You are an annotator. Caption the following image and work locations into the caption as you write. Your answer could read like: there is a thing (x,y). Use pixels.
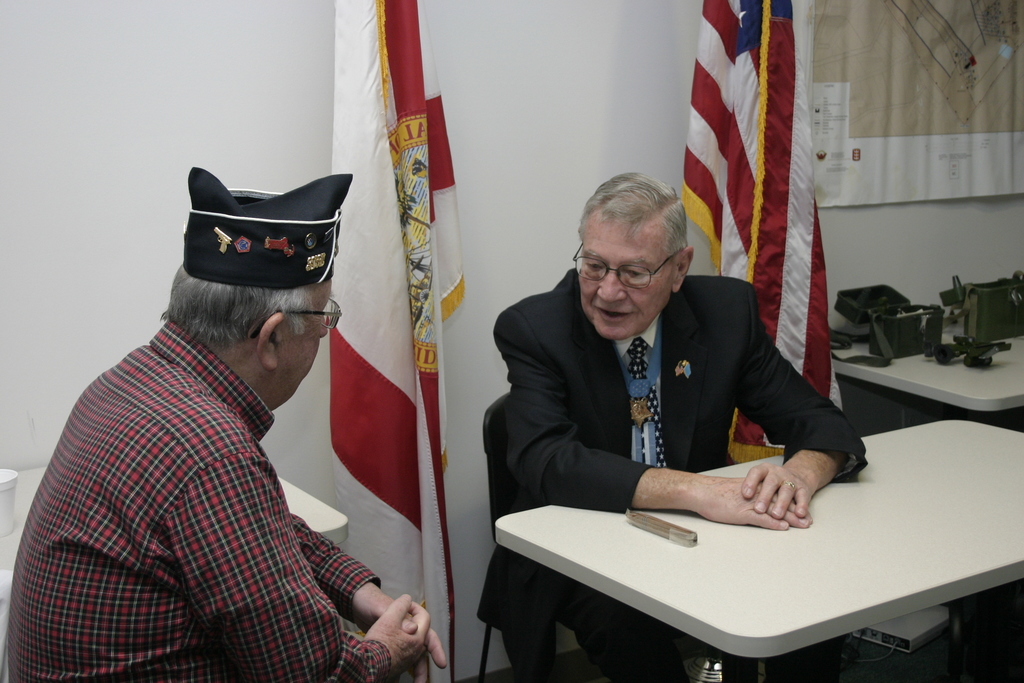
In this image I can see two men (684,219) are sitting on chairs (494,440), I can also see both of them are wearing specs (618,275). In the background (694,86) I can see two flags (703,80) and few more stuffs (939,335) on this table (957,387).
